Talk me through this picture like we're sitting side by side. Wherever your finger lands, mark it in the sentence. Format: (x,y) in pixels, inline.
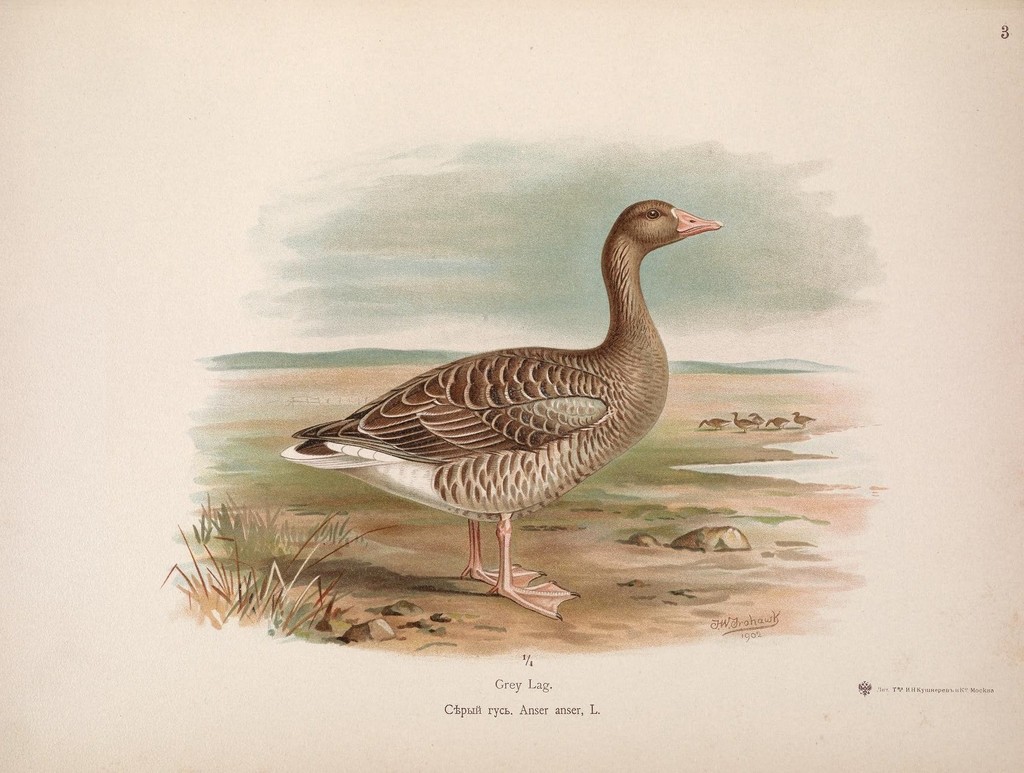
In this image I can see few birds (474,479) and the bird (579,411) is in brown and white color. I can see few stones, water (827,445), grass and the sky (326,261). Background (816,699) is in cream color and something is written on it.
